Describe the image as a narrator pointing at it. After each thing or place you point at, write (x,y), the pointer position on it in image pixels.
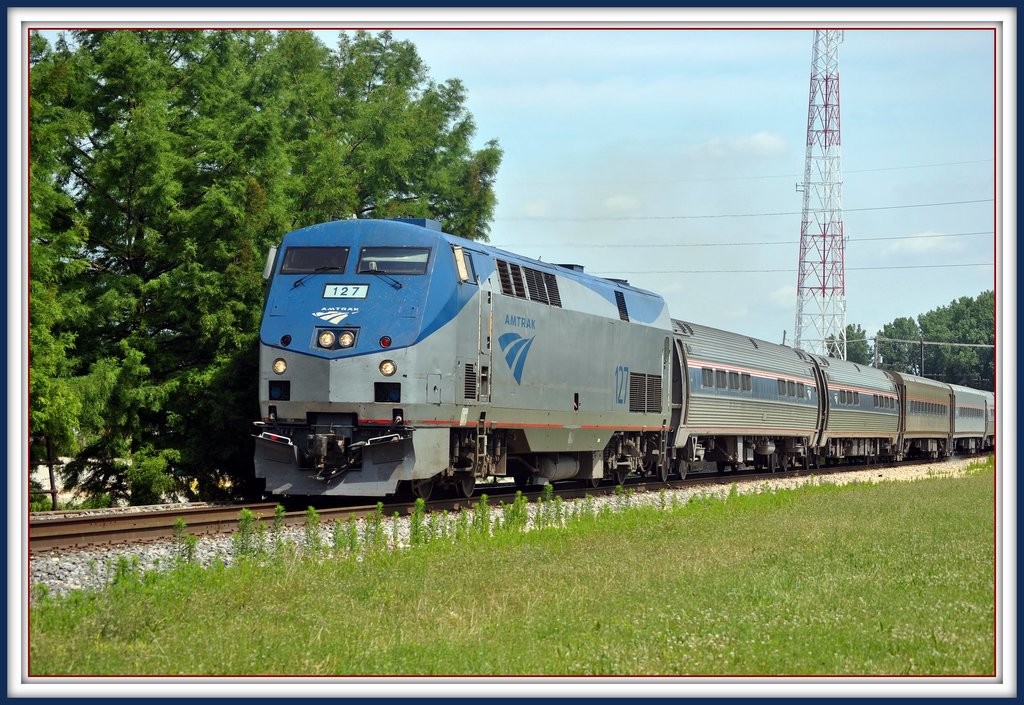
In the image we can see there is a ground (548,611) covered with grass (346,590) and there is a train (350,475) standing on the railway track (46,545). There are stones (62,568) on the railway track (213,502) and behind there are trees (289,178). There is an electric tower (837,224) and the sky (765,162) is clear.
